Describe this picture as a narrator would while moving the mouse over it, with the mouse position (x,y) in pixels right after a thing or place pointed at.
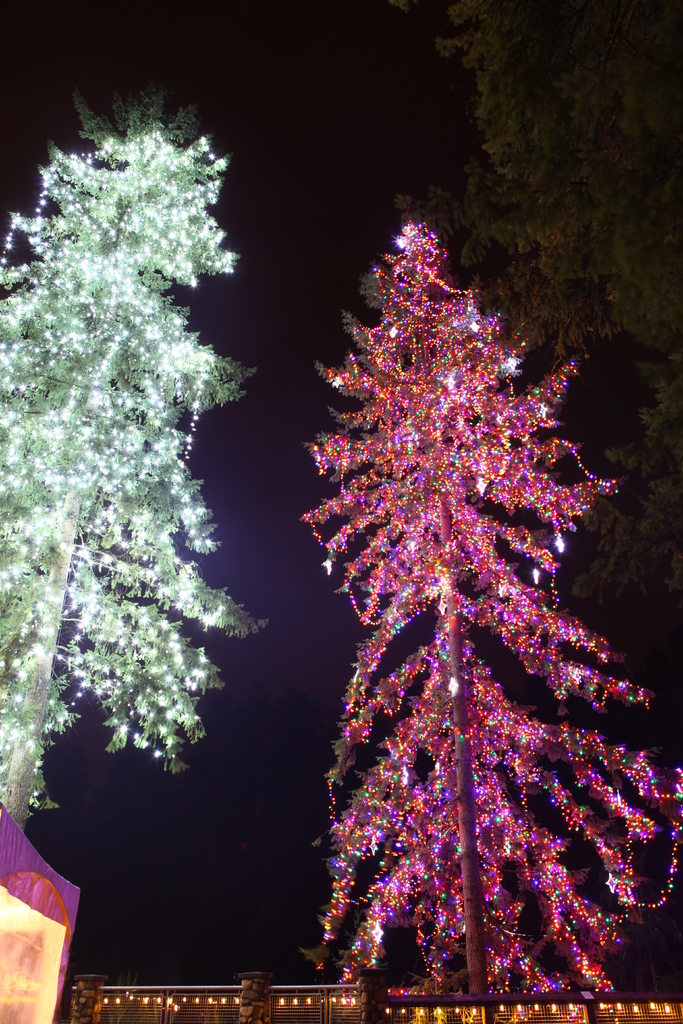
In this image I can see two trees (193,277) which are decorated with lights (187,244), under the tree (469,983) there is a fence (215,1007) which also has lights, beside the lights tree (405,612) there is another normal tree (507,62).
